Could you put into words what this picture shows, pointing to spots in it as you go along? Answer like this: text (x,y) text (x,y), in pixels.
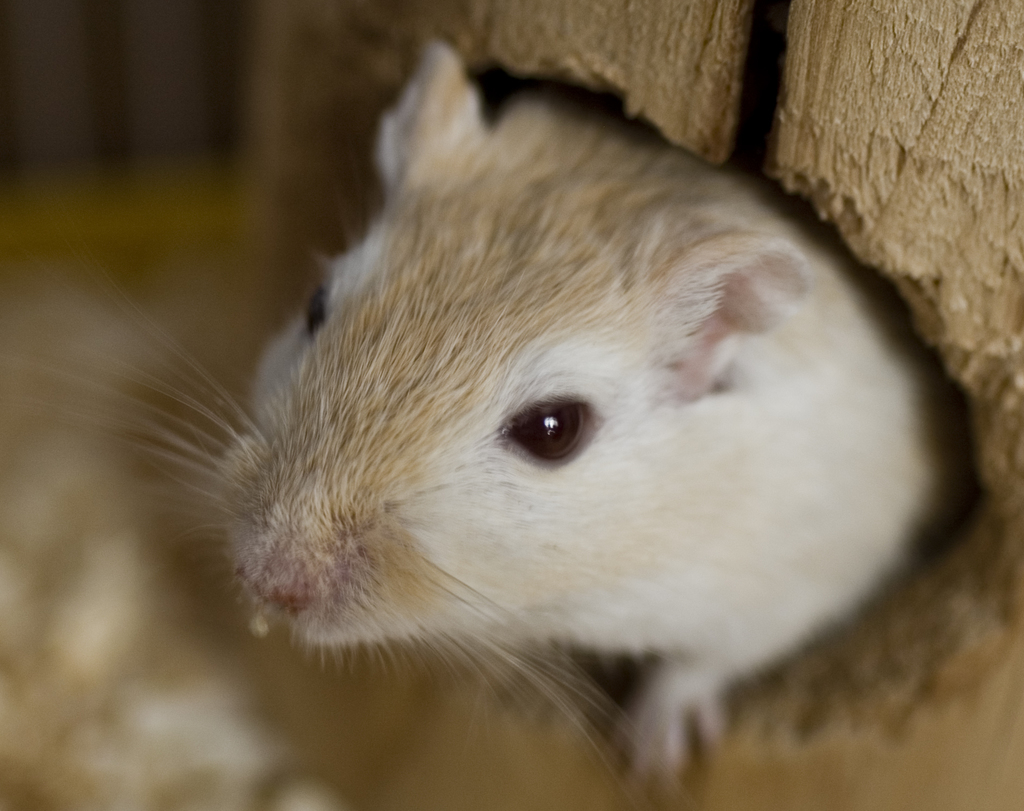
In this image I can see a rat (496,336) which is in white and brown color. Background (231,127) the image is blurred.
